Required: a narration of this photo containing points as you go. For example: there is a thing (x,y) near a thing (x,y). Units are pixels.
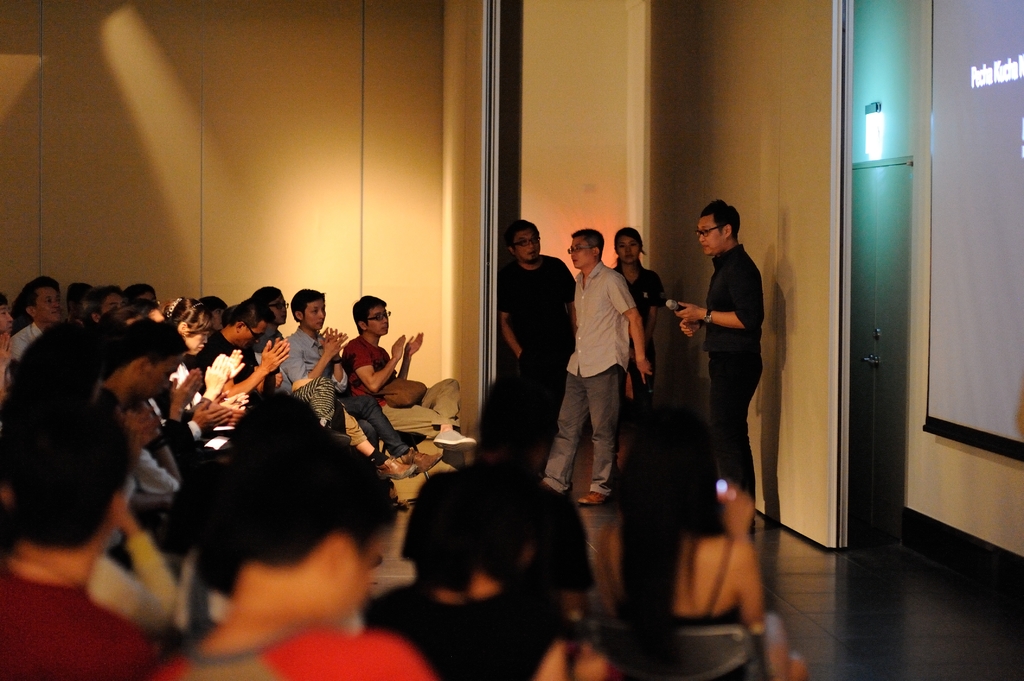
In this image, we can see some people (267,321) sitting, at the right side (744,366) there are some people (567,289) standing, there is a boy (714,328) standing and holding a microphone (668,303), we can see a wall (286,136).
